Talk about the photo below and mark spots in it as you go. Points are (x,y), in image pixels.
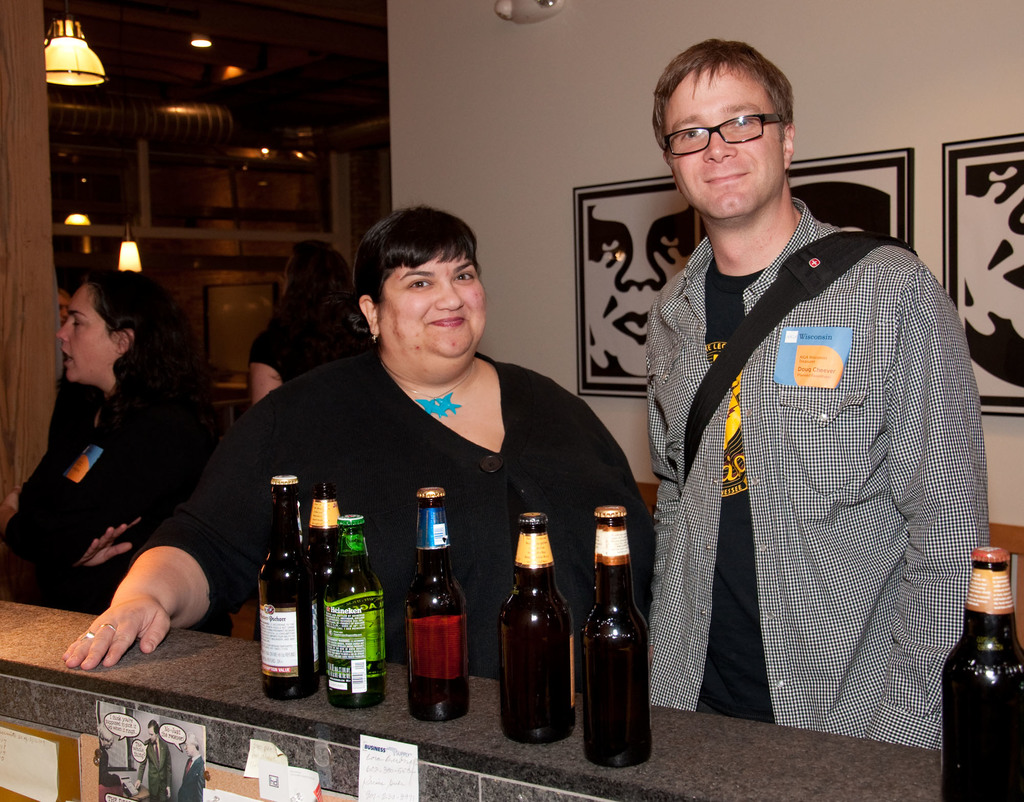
In the picture we can see man (910,315) and woman (397,319) standing near to the desk (29,693). On the desk (34,681) some beer bottles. In the background (932,238) we can see two people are standing and a wall (919,236), some paintings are painted, to the ceiling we can see light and design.
